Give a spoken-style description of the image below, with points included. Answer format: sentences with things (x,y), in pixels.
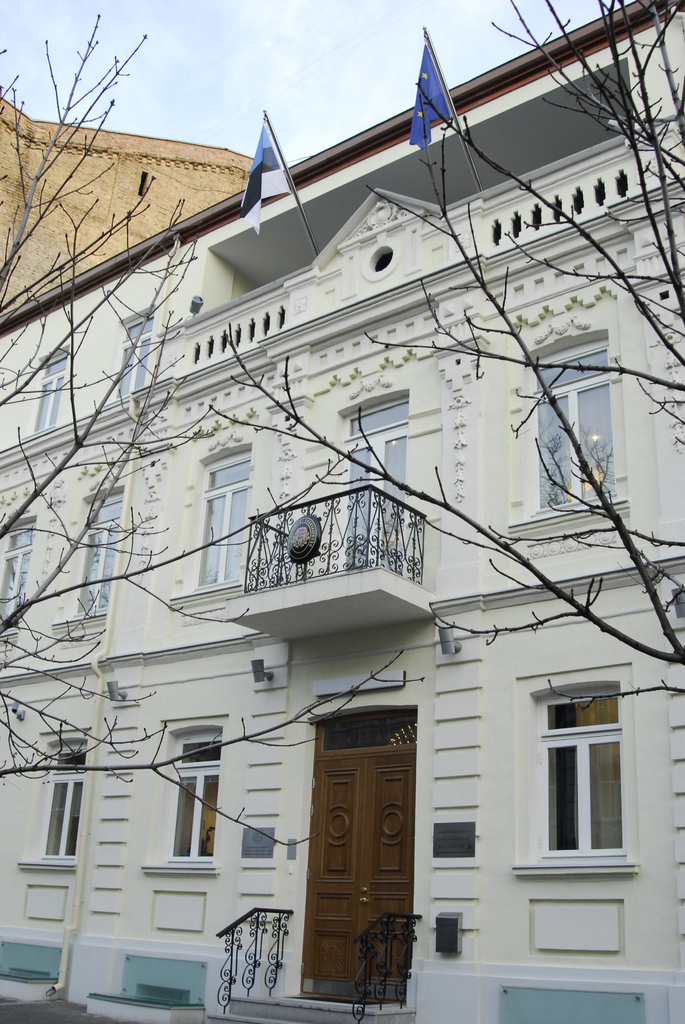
This picture is clicked in the city. In this picture, we see a building (323,493) in white color. Behind that, there is an another building (230,194). At the bottom of the picture (255,1007), we see a staircase (255,996) and a stair railing (233,972) and door (368,914). On either side of the picture, we see trees (53,576). At the top of the picture (244,208), we see two flags (276,184), in blue, white and black color. We even see the sky (227,52).
